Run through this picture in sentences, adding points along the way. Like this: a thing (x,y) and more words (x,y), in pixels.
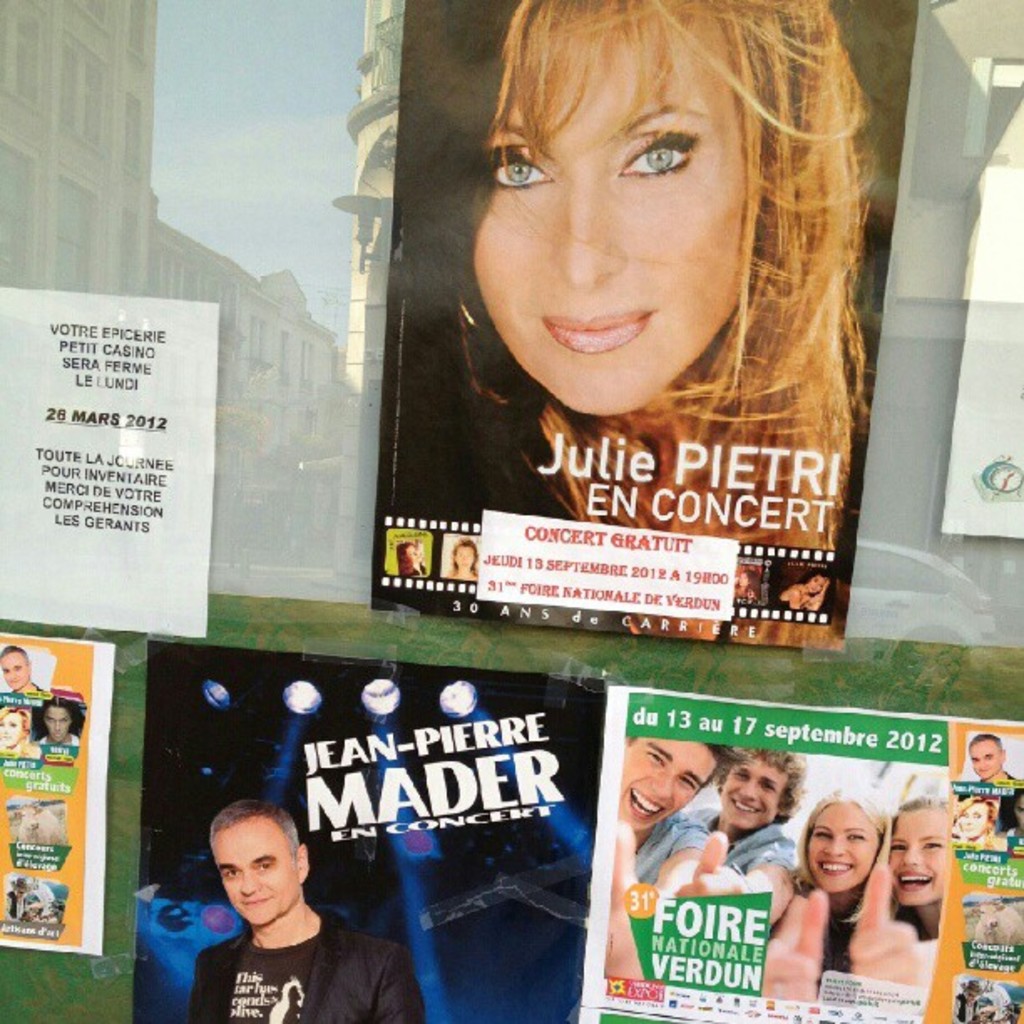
This image consists of many poster (631,736) on the glass (320,31) of a building (287,482). And we can see the reflections (33,181) of the buildings (317,402) on this glass (280,230).
